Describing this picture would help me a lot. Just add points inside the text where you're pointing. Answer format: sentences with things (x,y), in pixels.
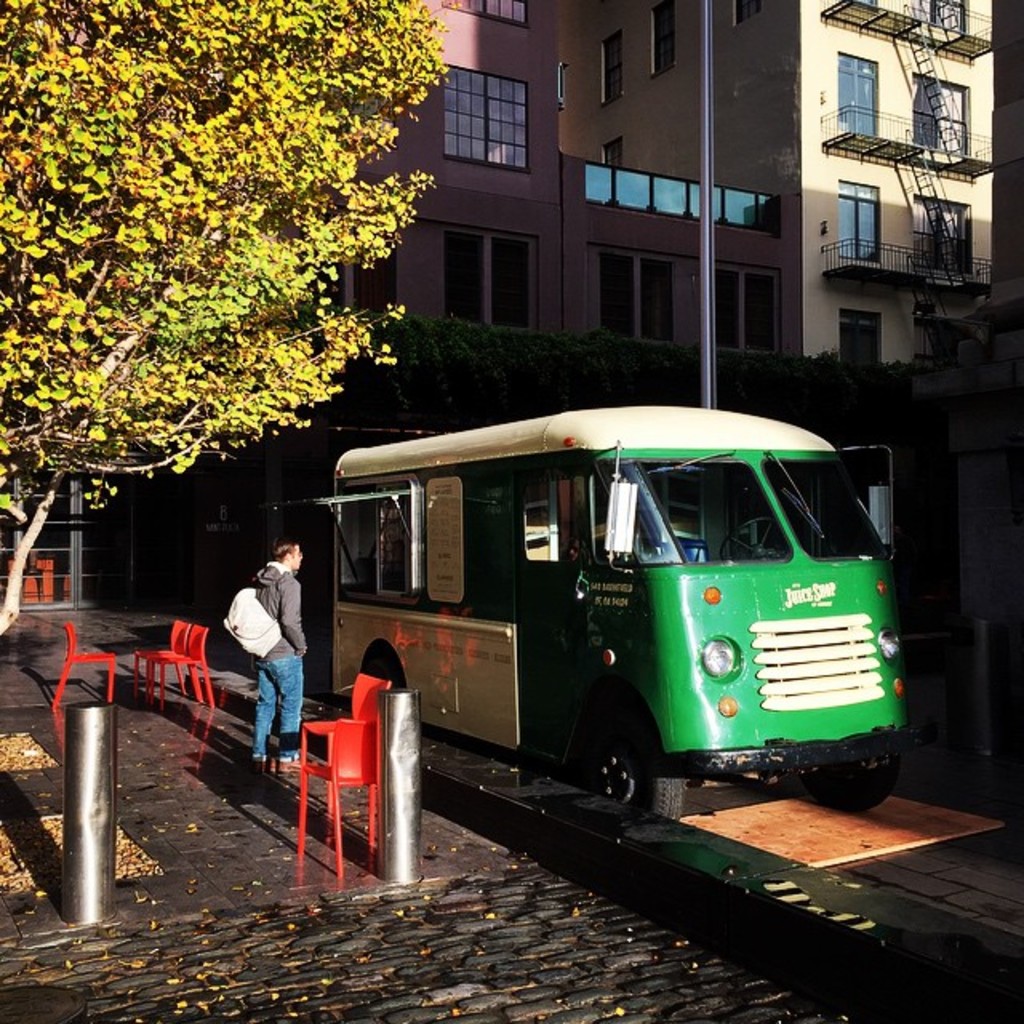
Left there is a tree (125,304). Right there is a minibus (752,565) and buildings (623,211) in the middle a man (274,651) is standing with a bag (255,620).
